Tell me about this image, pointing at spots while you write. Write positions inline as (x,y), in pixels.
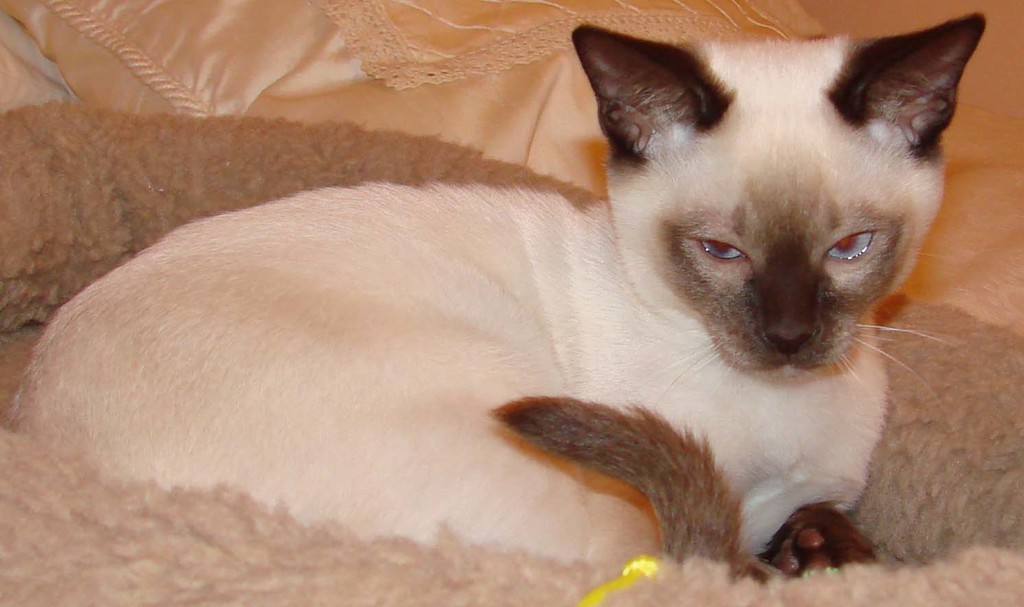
In this image there is a cat (588,344) sitting on the bed (372,147) and there is a pillow (208,55).
